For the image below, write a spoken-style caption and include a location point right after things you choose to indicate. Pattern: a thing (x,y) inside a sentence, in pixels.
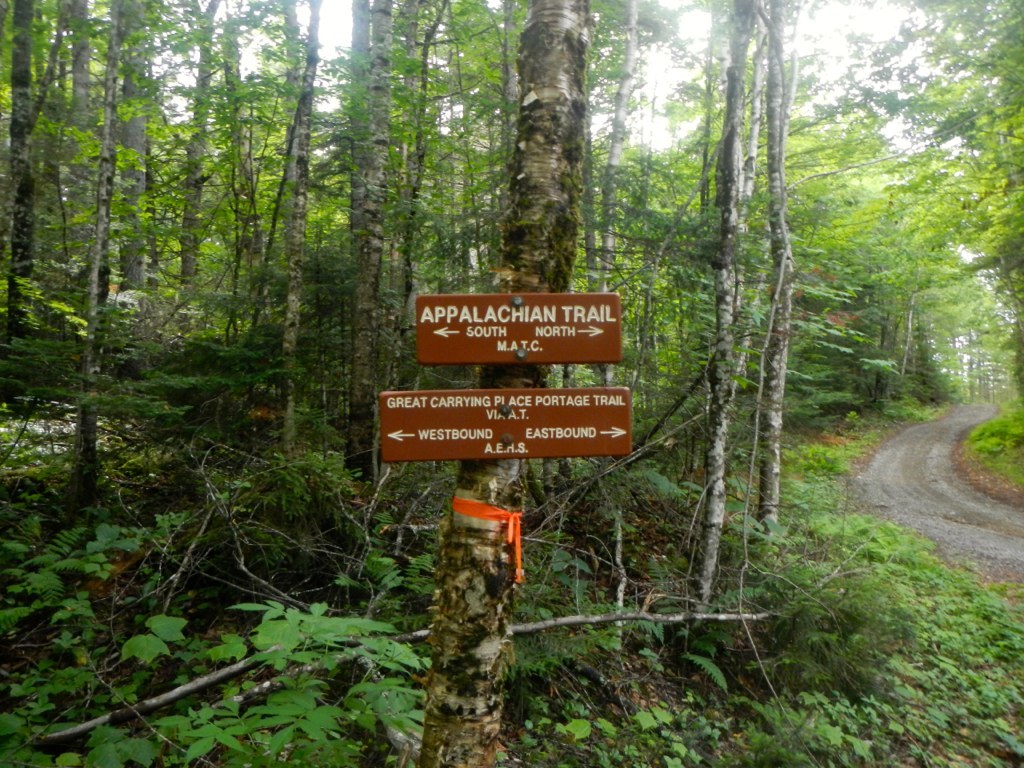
In this picture we can see two directional boards (503,412) attached to the tree trunk (487,371). There is an object (495,509) tied to the tree trunk (486,477). Behind the tree (555,215), trunk (557,216), there are trees (488,12) and the sky (354,11). On the right side of the image (953,417), there is a path (894,473).
